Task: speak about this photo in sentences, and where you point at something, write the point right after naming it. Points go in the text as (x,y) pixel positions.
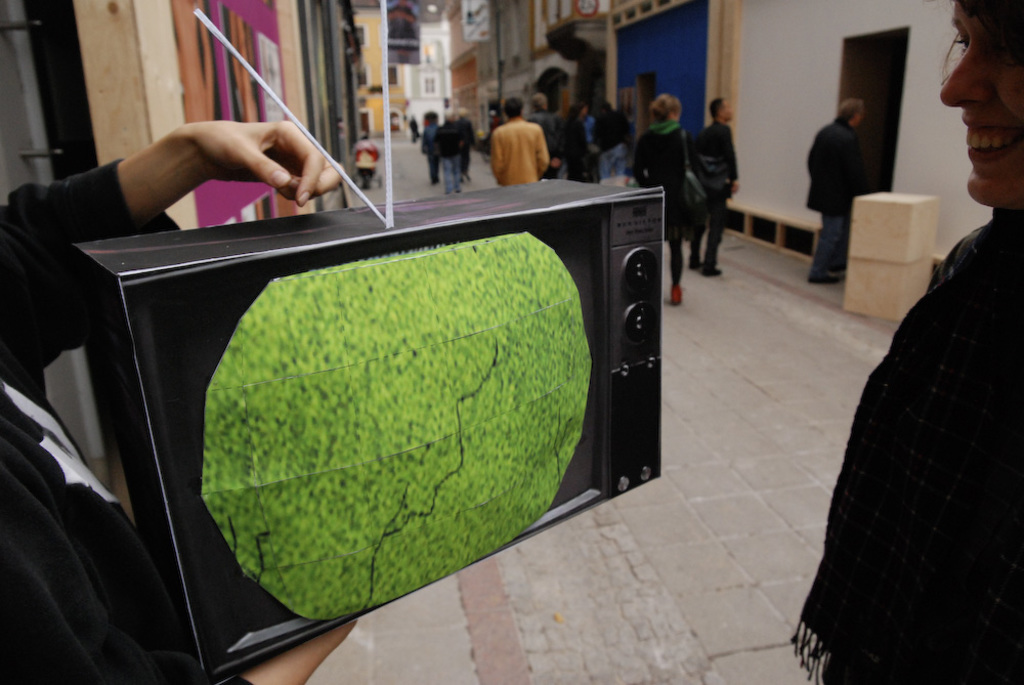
As we can see in the image there is a screen (414,384), buildings (612,5), boxes (904,239) and few people (983,296) walking here and there.
